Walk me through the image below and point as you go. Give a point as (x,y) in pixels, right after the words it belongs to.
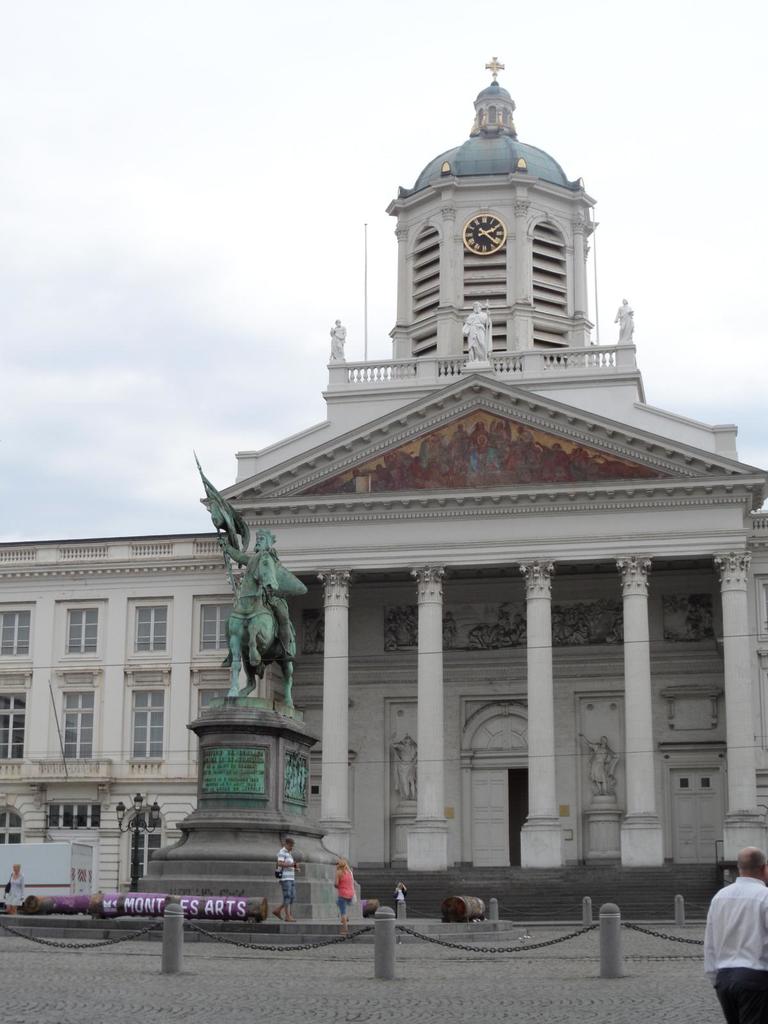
In this image we can see building (430,389), clock (478,252), statues (490,307), light pole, vehicle (79,873), windows (73,623), pillars (323,729), memorial stone (242,768), people (758,968), door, chains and cloudy sky (667,245).
